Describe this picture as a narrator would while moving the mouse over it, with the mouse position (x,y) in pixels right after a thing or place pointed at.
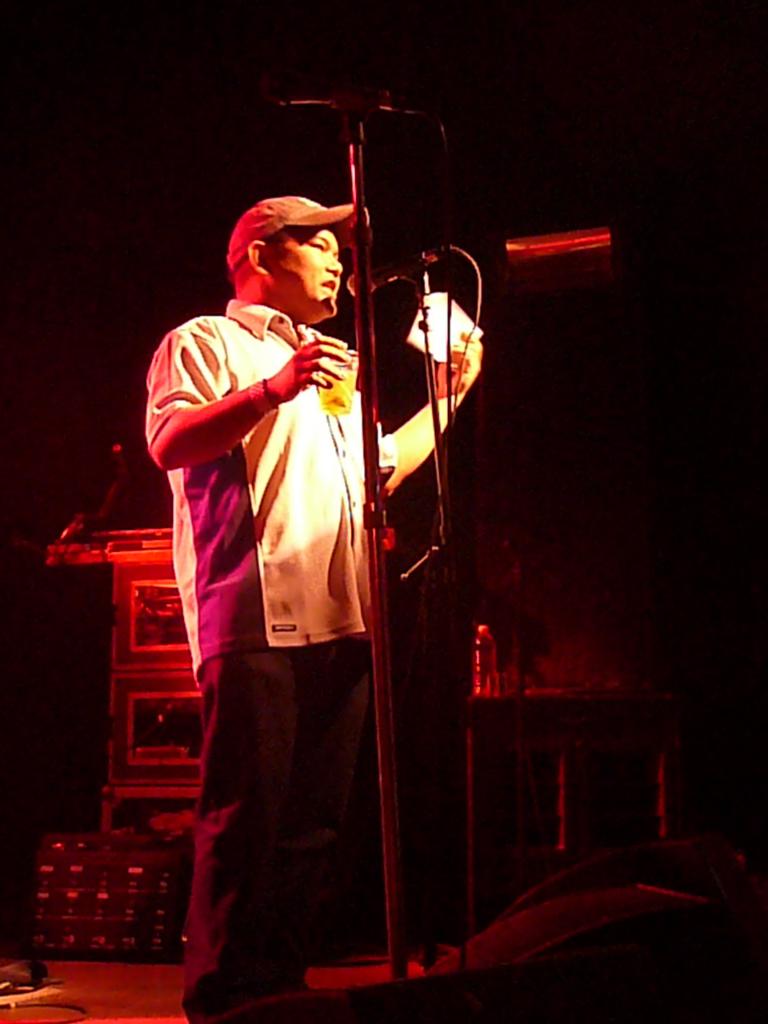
In the picture we can see a man (350,774) standing and singing a song in the microphone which is in the stand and he is with shirt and cap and beside him we can see a table (613,694) with a water bottle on it.
